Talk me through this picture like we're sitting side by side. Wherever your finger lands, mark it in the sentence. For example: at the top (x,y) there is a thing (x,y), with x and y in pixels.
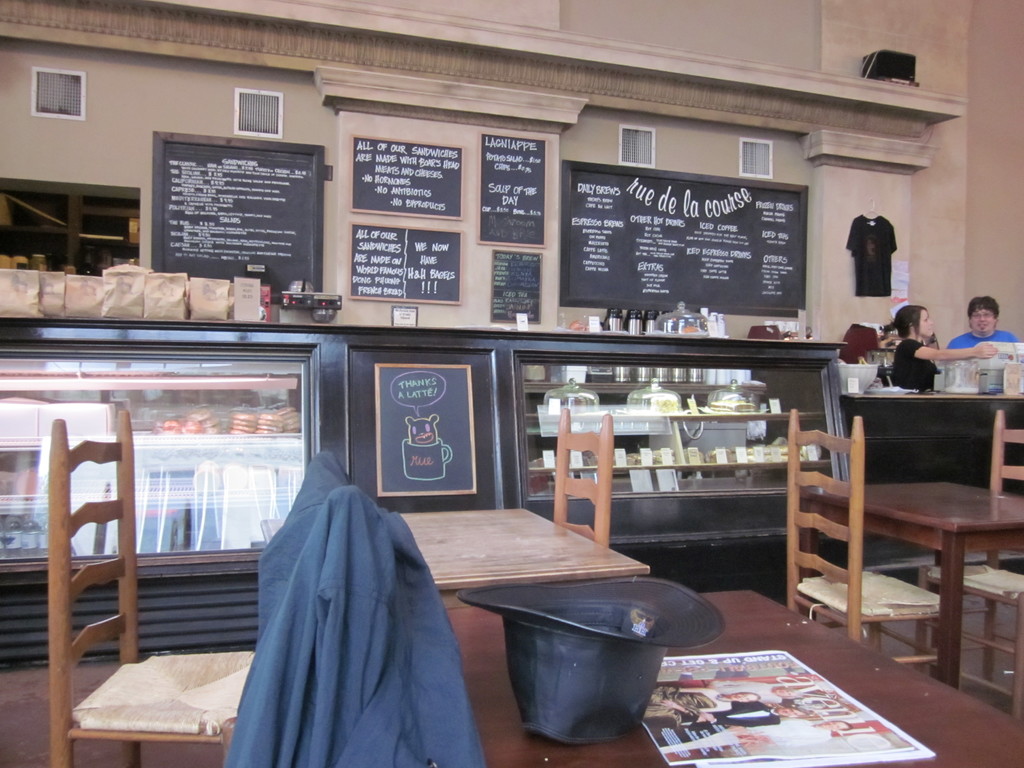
In this image on the right side (854,589) and left side there are tables (488,575) and chairs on the table (492,634) there is one cap (554,618) and one shirt (384,673) and paper (711,700) is there on the background (672,198) there are some boards (593,217) and windows (54,99) are there and on the right side (972,214) there is one wall (963,261) and in the middle (524,383) there is one table (230,356) there are some food packets (148,295) and one glass door (158,428) is there and on the top of the right side (873,246) there is one t shirt (864,257).
